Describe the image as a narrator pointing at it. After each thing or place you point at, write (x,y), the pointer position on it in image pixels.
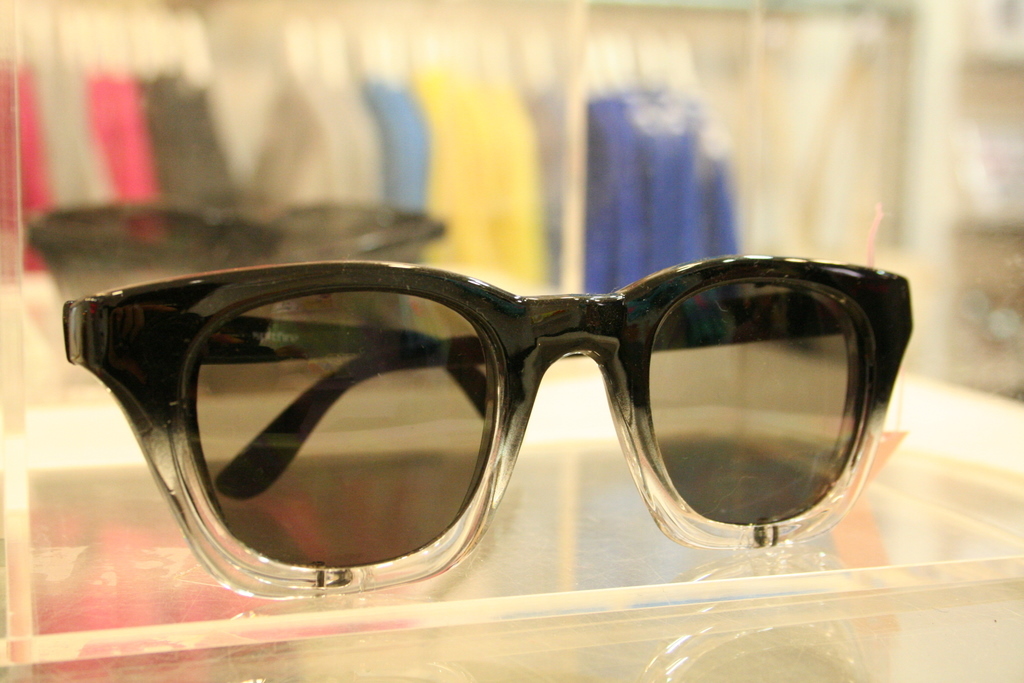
In the image there are goggles (459,335) in the foreground (459,335) and the background of the goggles (568,321) is blur.
